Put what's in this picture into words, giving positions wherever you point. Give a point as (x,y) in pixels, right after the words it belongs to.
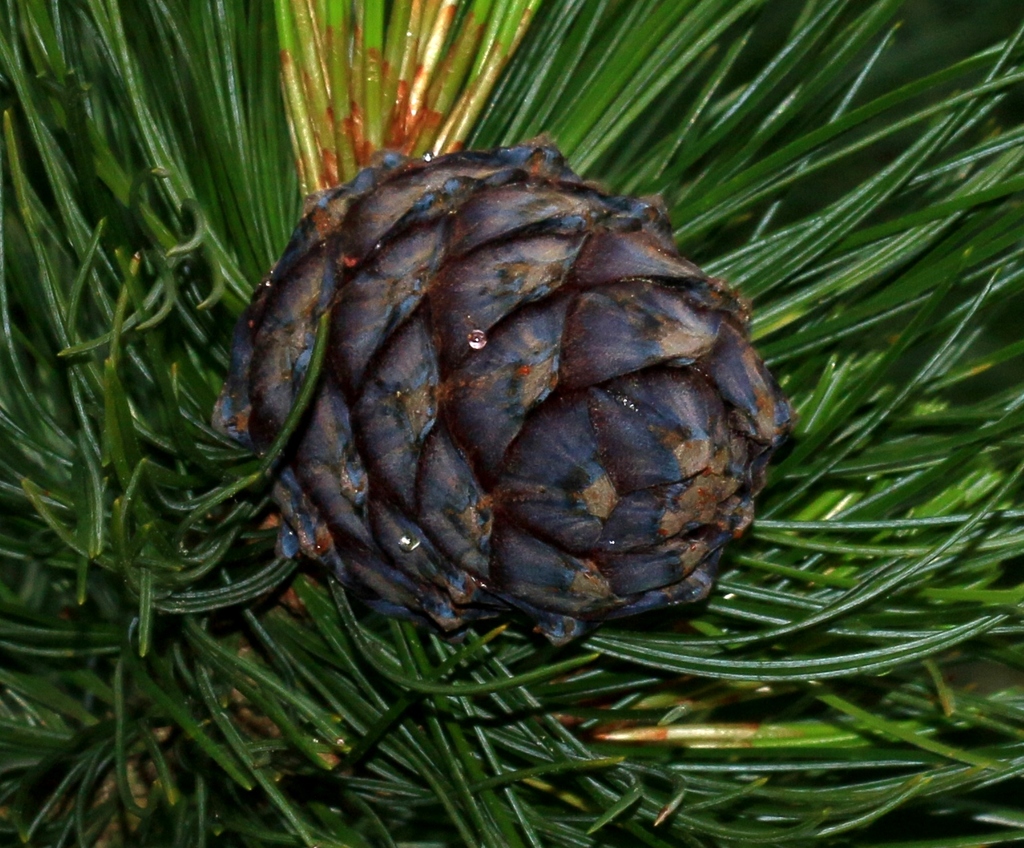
In this image we can see a plant (781,340). There is a fruit (577,405) to a plant (593,441) in the image.
